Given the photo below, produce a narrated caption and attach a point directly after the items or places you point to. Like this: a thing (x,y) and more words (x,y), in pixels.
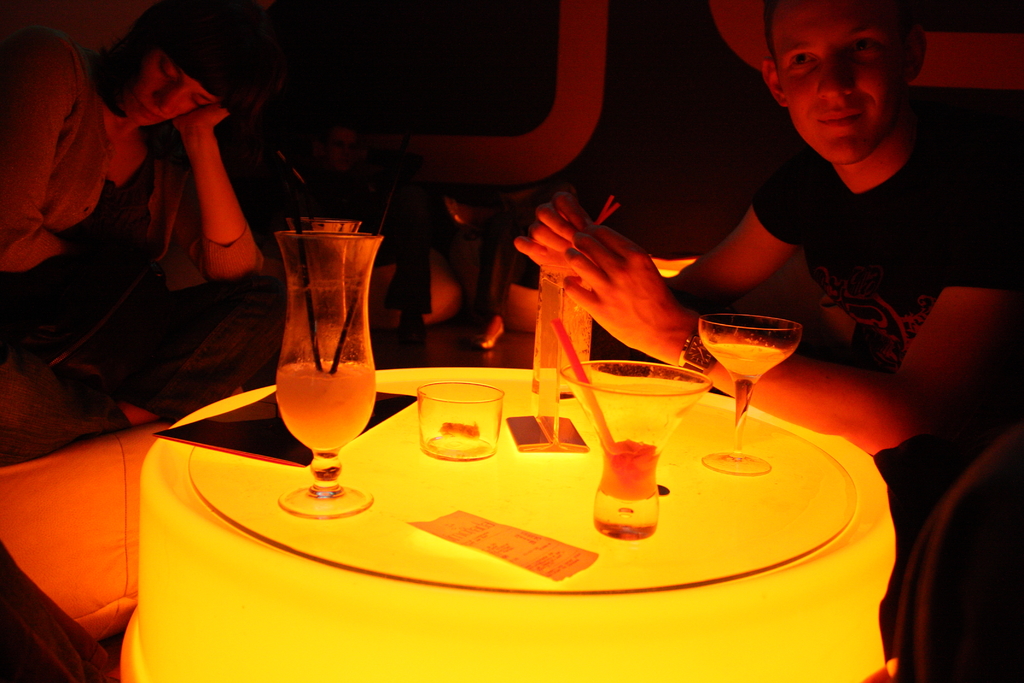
In this image I see a woman (39,67) and a man (848,380) who are sitting in front of a table (887,568) and there are glasses (790,327) on it. I can also see this man (621,295) is holding the straw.
